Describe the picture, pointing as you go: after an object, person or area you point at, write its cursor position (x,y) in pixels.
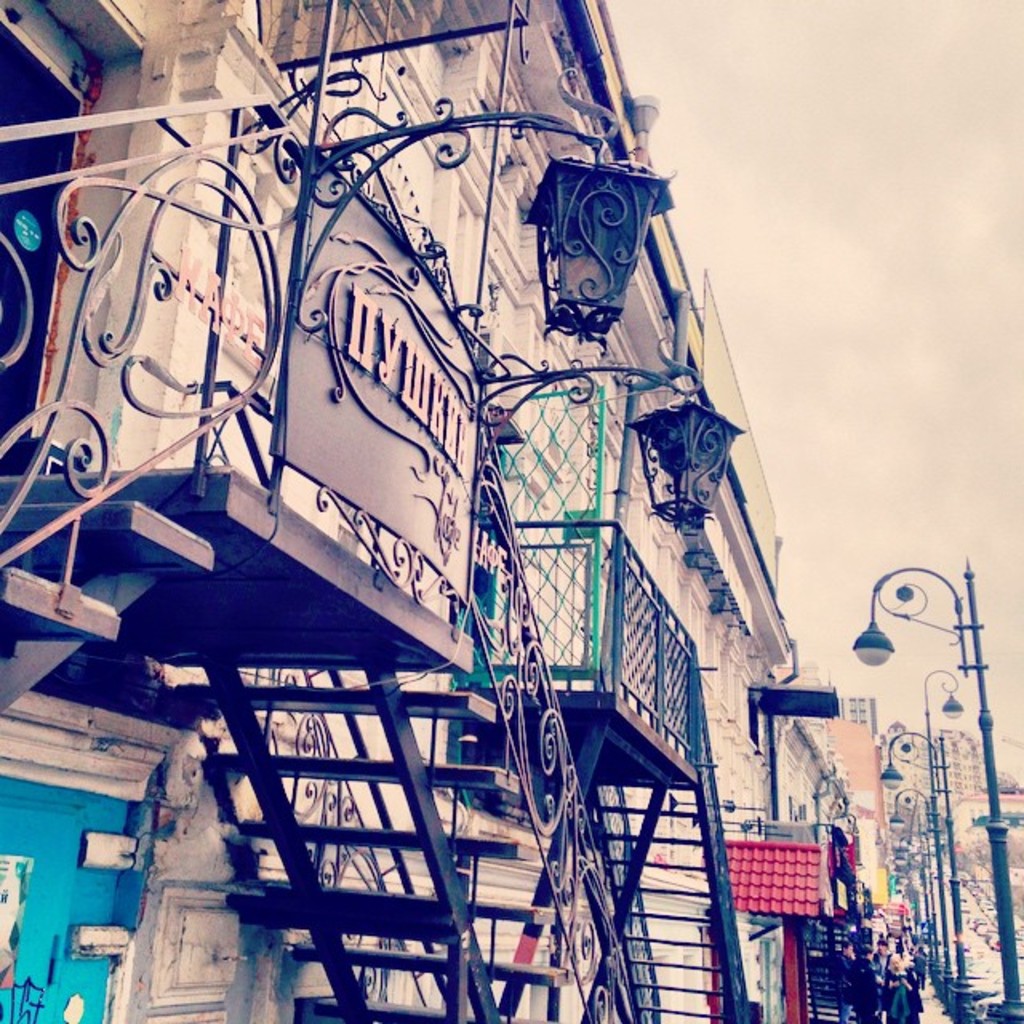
In this image we can see a building (453,216) with a staircase (456,660), gate (570,666) and some lights (682,456). On the right side of the image (886,996) we can see a group of people (886,980) standing on the ground (964,902), a group of light poles (943,954). In the background (966,791), we can see a group of buildings (866,757) and the sky (872,417).
